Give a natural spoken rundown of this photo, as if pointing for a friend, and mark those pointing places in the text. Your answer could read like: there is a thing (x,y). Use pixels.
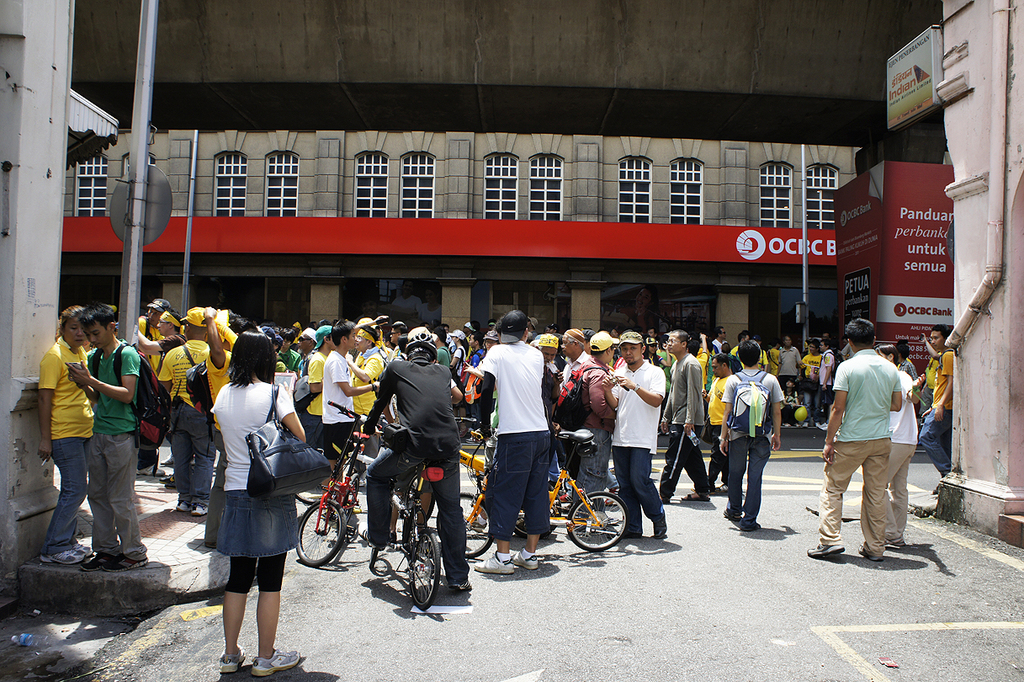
In this picture we can see a group of people (449,483) where some are standing and some are walking on the road (569,644), bicycles (342,536), bags (272,453), caps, poles (137,255), pipe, posters (850,307), sun shade (89,153) and in the background (374,216) we can see buildings (60,213) with windows (685,201).
